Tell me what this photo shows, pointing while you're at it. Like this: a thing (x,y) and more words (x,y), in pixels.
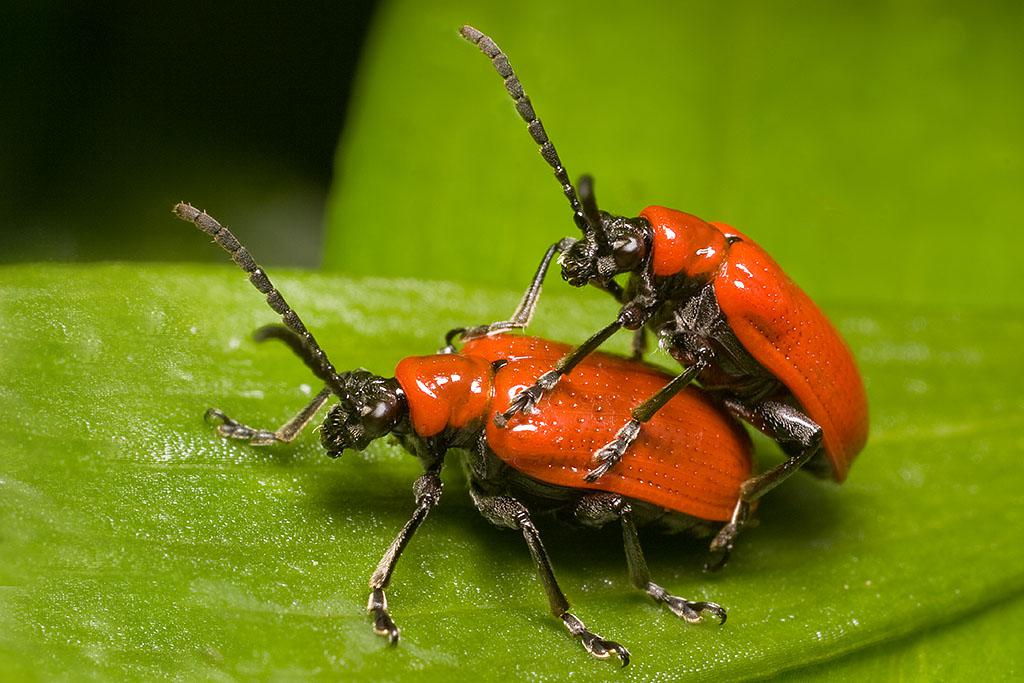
In this picture, we see two insects (626,489) are on the leaf (473,586). These insects (660,451) are in red color. In the background (501,129), it is green in color. In the left top of the picture (135,151), it is black in color. This picture is blurred in the background (364,164).
